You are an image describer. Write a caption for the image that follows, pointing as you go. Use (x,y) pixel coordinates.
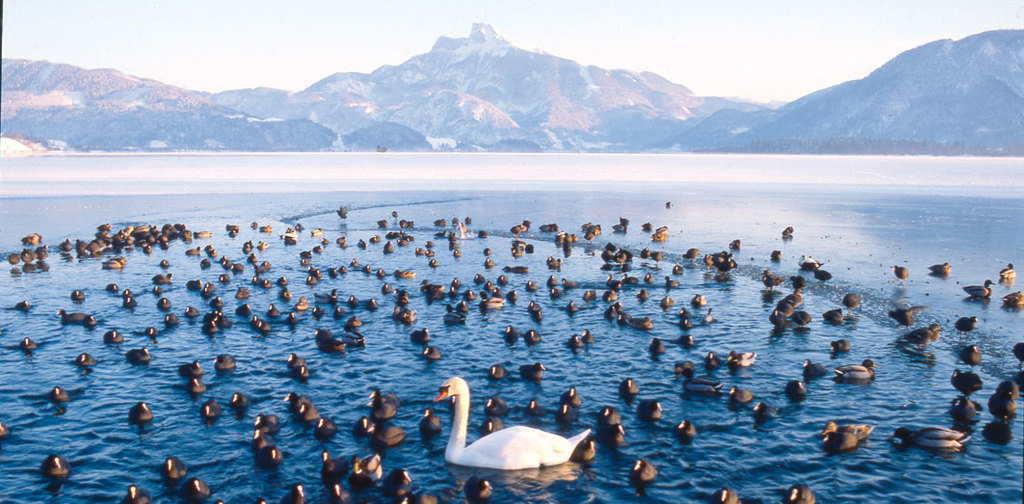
In this image there are ducks (208,247) in the water (607,385), and at the background (375,100) there are hills (11,75), sky (673,30).
